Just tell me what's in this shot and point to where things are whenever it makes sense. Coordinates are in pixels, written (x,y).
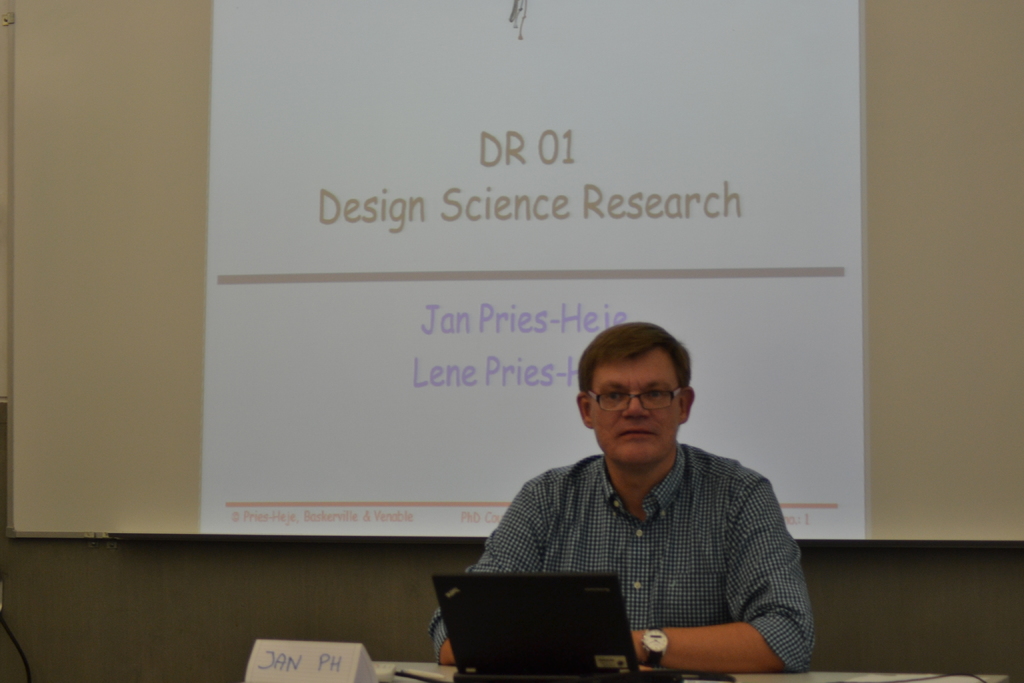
In the image, there is a man (621,565) sitting in front of the table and there is a laptop (592,628) on the table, behind the man (704,563) there is a board (174,447) and on the board (805,463) the projector (569,458) is being projected.
